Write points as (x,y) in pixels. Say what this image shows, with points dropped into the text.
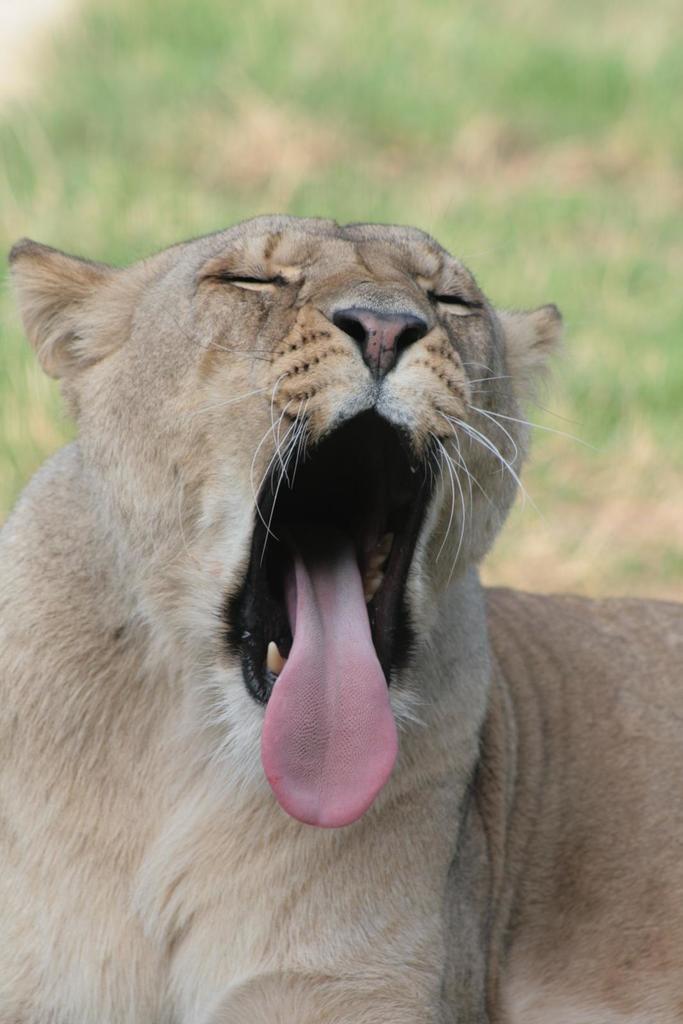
In this image I can see a lioness (177,490) yawning open mouth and tongue (343,671) out with a blurred background (396,176).
